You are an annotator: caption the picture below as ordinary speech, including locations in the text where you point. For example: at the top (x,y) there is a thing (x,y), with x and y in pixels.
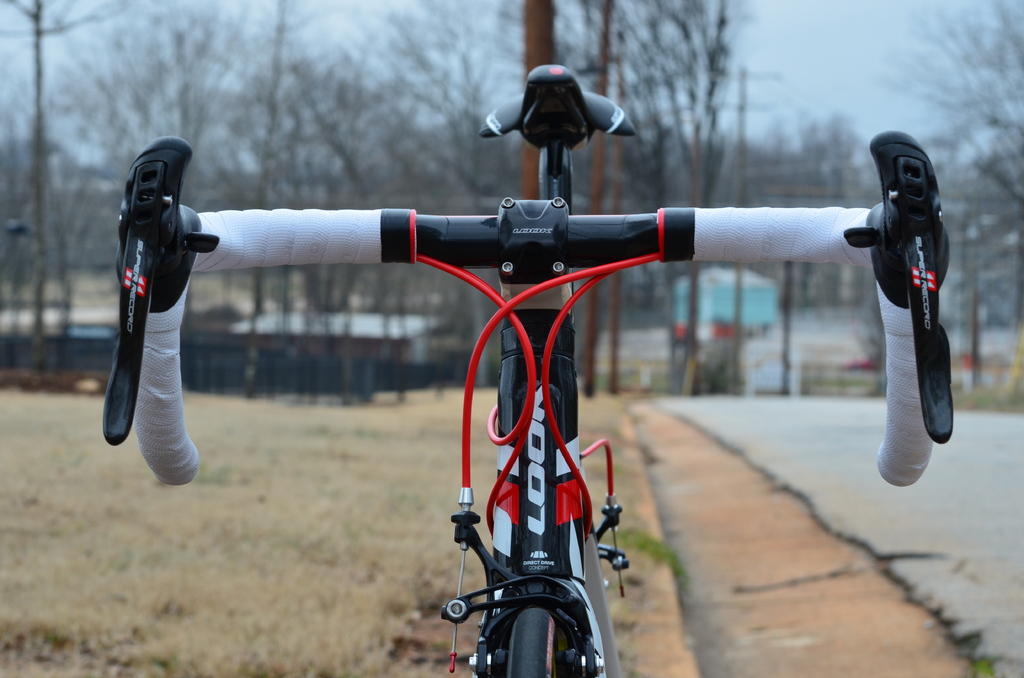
Here in this picture we can see a bicycle (566,239) present on the ground (390,481), which is partly covered with grass (252,476) over there and behind that we can see trees (585,198) and sheds (329,337) present in the far over there.
